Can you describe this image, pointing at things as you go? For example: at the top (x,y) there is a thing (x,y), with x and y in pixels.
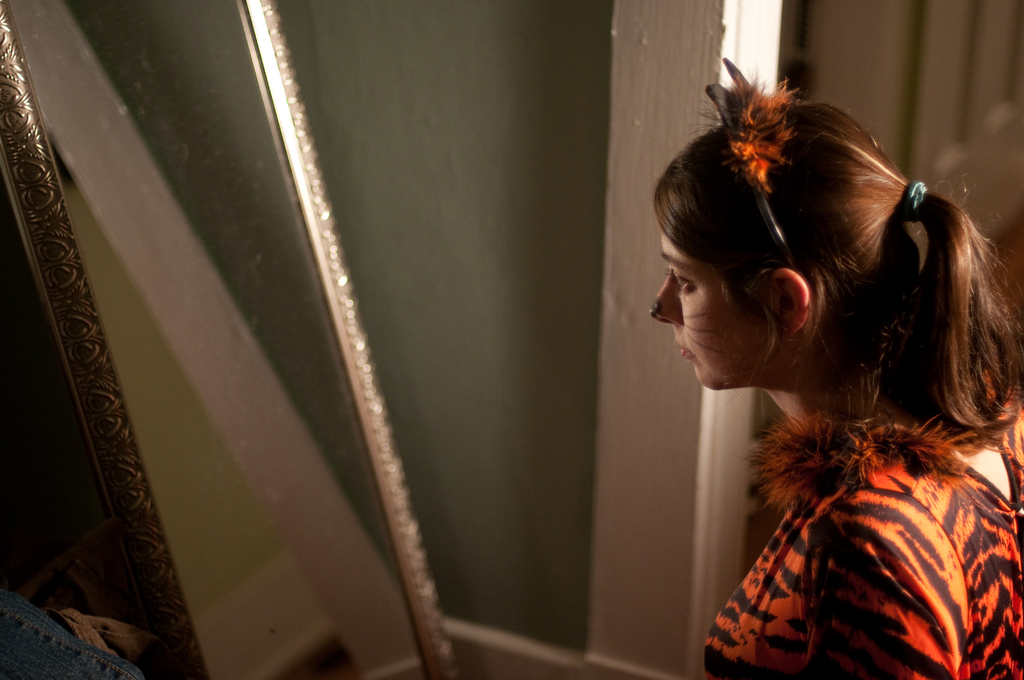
On the right side (905,380), there is a woman (757,278) in black and orange color combination dress (836,529), watching something in the mirror (326,321). On the left side (148,638), there is a cloth (65,674) near this mirror (140,538). In the background (654,483), there is a white color pillar (664,28) and a wall (594,105).
